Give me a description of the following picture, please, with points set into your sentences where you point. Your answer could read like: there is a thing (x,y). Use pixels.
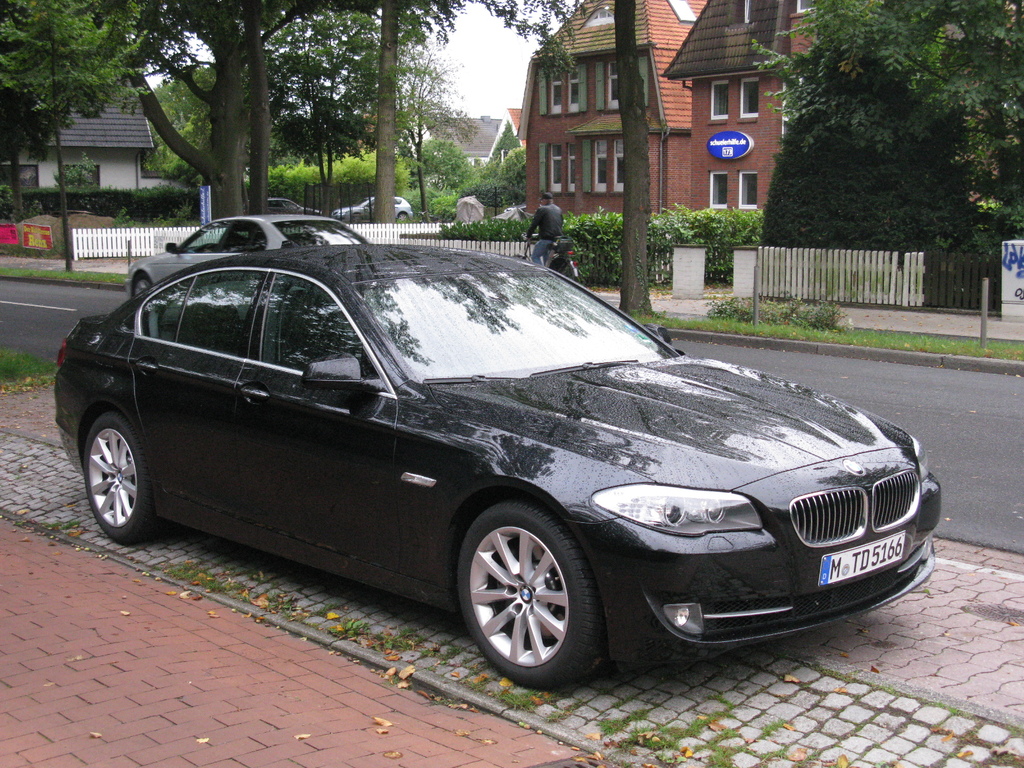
This image is taken outdoors. At the bottom of the image (586,687) there is a sidewalk (653,677) and there is a road (987,450). In the background (535,160) there are a few houses (583,154) and there are many trees (779,172) and plants (401,165). Two cars (291,204) are parked on the ground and there are a few wooden fencing (388,233). There is a board (729,158) with a text (722,145) on it. A man (554,237) is riding bicycle (561,261). In the middle of the image (502,261) two cars (515,258) are parked on the road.
